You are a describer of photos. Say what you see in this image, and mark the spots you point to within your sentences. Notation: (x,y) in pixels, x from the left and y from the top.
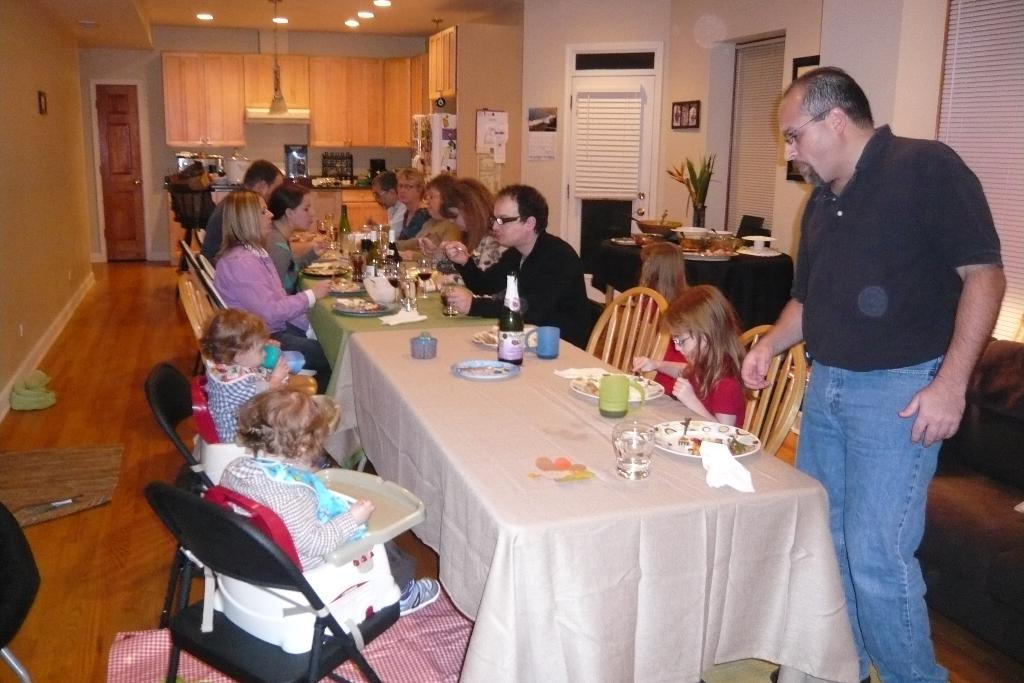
This picture is of inside the room (109,82). On the right (914,189) there is a man (891,236) wearing black color t-shirt (873,319) and standing, beside him there is a girl (727,378) wearing red color dress (738,396) sitting on the chair (798,382) and seems to be eating food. On the left (264,218) there are group of persons (268,325) sitting on the chairs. On the right (690,362) there are many number of people (502,207) sitting on the chairs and eating food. In the center (442,419) there are two tables (411,352) on the top of which plates (692,430) containing food (643,376), bottle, glasses (444,289) are placed. In the background (349,186) we can see a kitchen platform (333,182) and some items (286,156) are placed on it and there is a flower vase (698,180) placed on the top of the table (738,257), chairs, wall (538,16), ceiling lights (359,13), roof (243,13), door (116,121) and picture frame (688,112) hanging on the wall (704,58).
